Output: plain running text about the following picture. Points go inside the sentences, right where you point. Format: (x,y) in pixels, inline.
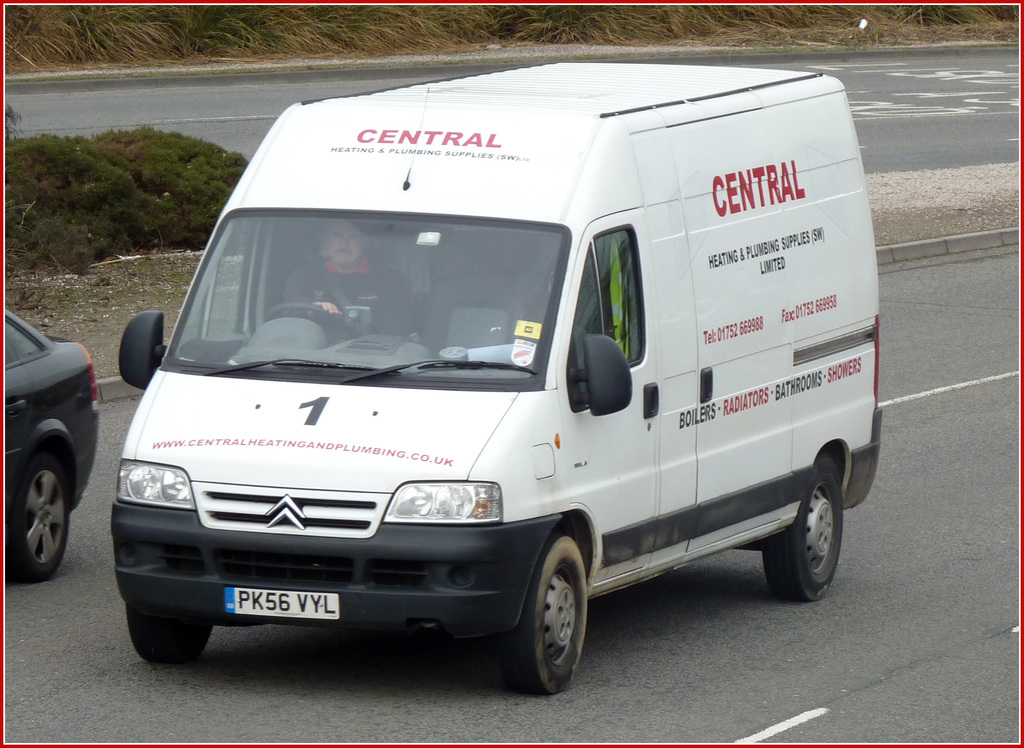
In this image I can see a van (805,347) with a person (327,249) inside. The van (517,171) is in white with some text (473,143). I can see another car (45,454) on the road (775,703). I can see some grass (272,37) behind the van (802,131).
